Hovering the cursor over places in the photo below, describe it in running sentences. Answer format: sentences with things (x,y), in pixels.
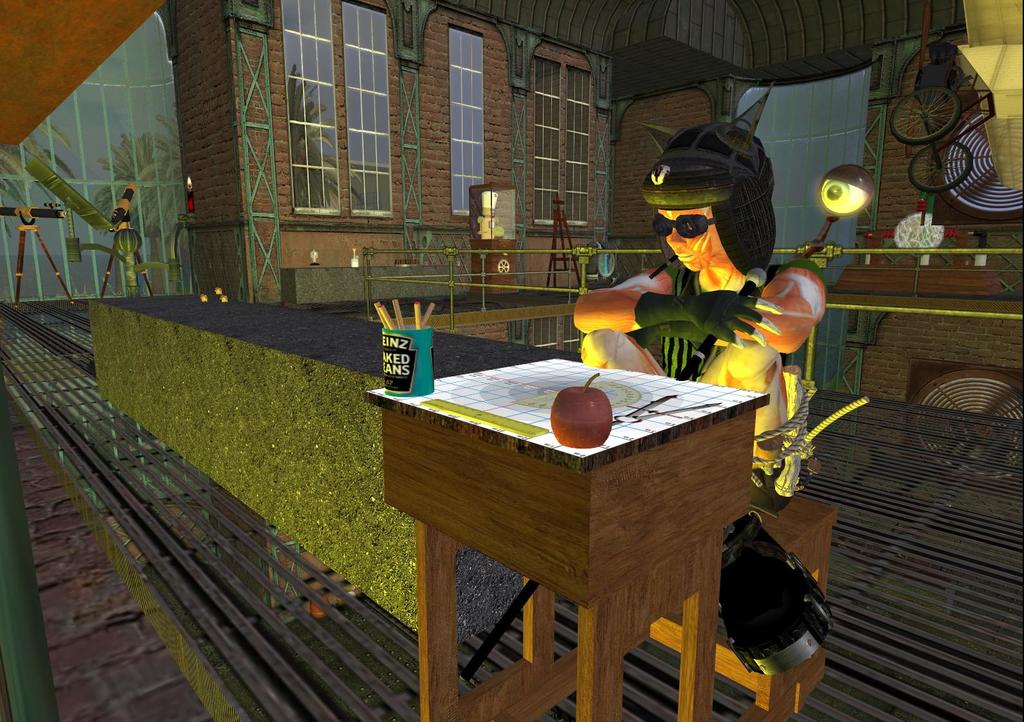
This is an animated image in this image in the center (488,430) there is one table (573,504), on the table (564,520) there is an apple (591,403) and some pens (381,304) and one pot (416,360) and there is one person (752,337) who is sitting. In the background (307,126) there is a house (801,132), lights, wall (214,258), windows (168,217) and some other objects (958,114).
